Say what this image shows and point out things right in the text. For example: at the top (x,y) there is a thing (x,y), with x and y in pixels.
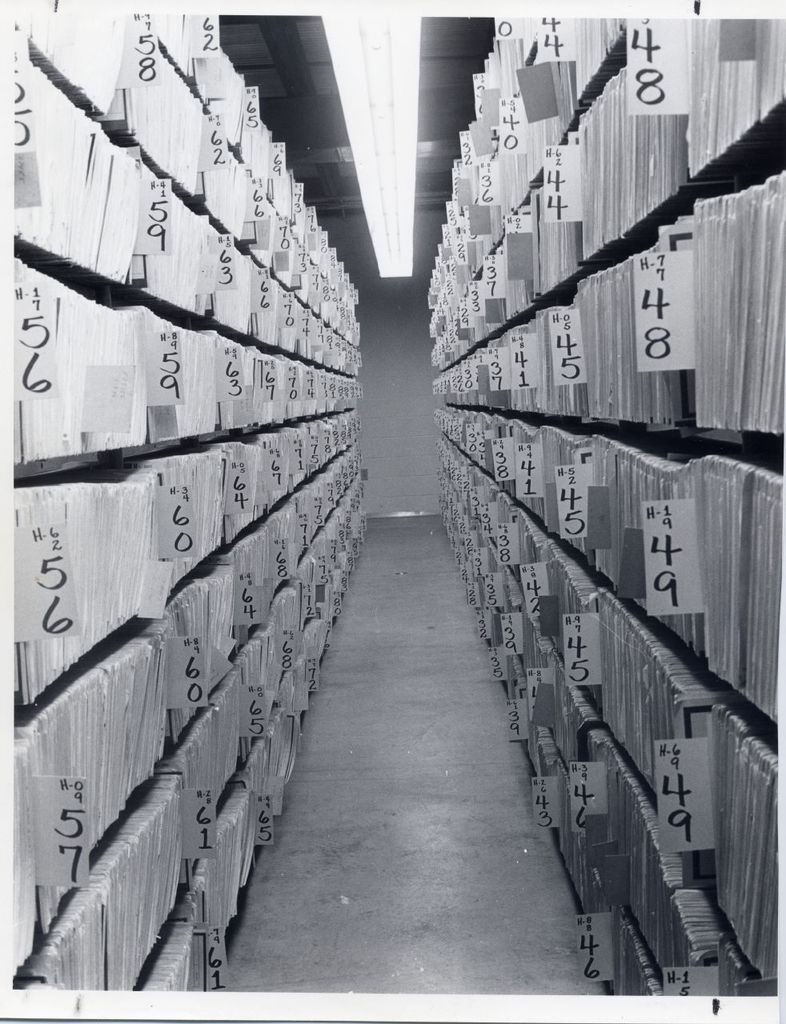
In this picture there are papers (73,426) with some numbers (496,450) written on it and on the top (382,129) there is a light (407,143).
